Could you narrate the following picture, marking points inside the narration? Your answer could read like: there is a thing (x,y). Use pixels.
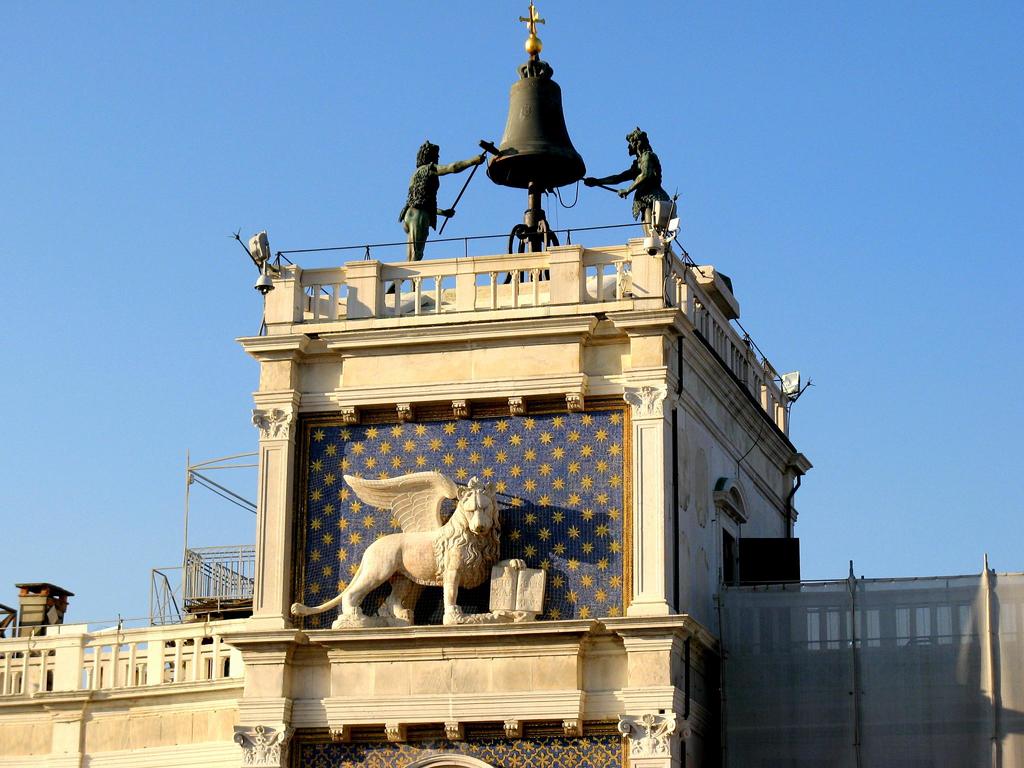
In this picture I can observe a building (331,533). In the middle of the picture (436,485) I can observe statue (389,561) of a lion (404,530) with wings (409,496). On the top (445,269) of the building (596,249) I can observe two statues (651,177) of humans (422,186). In the background (165,204) there is sky (736,220).
